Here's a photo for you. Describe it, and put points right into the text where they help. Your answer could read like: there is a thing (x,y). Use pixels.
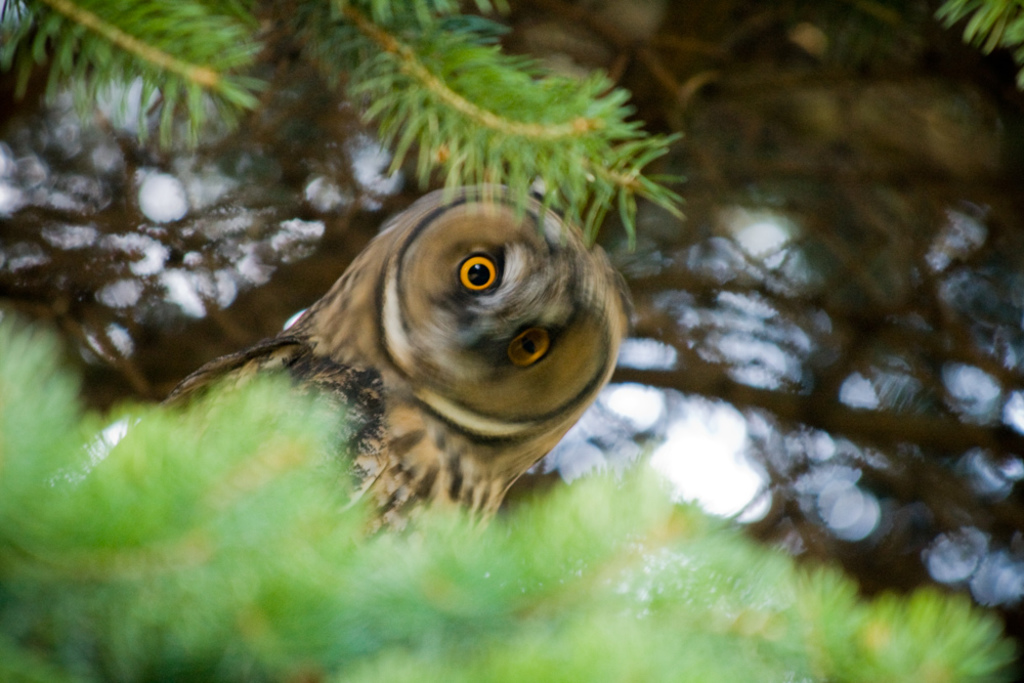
In this image I can see an owl (537,359). Also there are leaves (244,547) and there is a blur background (735,389).
